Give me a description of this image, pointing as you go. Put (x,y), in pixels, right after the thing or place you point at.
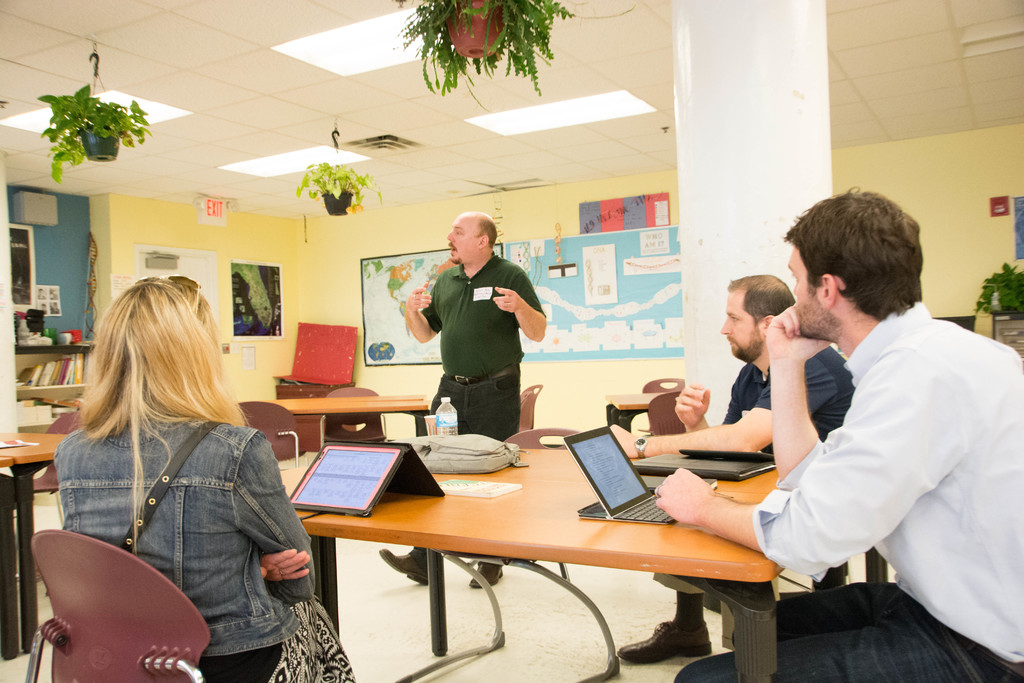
In the middle (501,351) a person (442,381) is explaining to the people (232,591) sitting on the chair (87,614) at the table (496,498). There are laptops (376,469), bags (439,440) on the table (385,515). In the background (82,295) there is a wall (63,288), books (50,367), board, lights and plants (345,181).
